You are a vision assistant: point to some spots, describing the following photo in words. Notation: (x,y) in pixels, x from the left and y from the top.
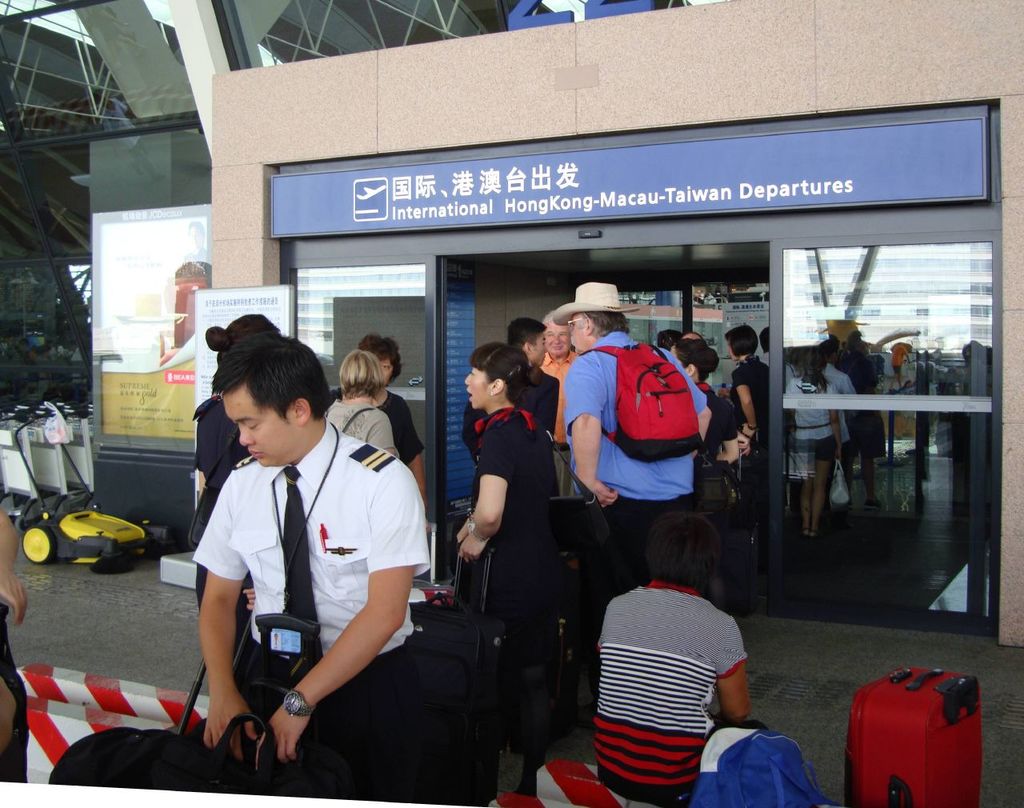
In this Image I see number of people (319,679) who are carrying their luggage (346,788) and I see a boy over here who is sitting, I can also see that this is an airport (8,14).
